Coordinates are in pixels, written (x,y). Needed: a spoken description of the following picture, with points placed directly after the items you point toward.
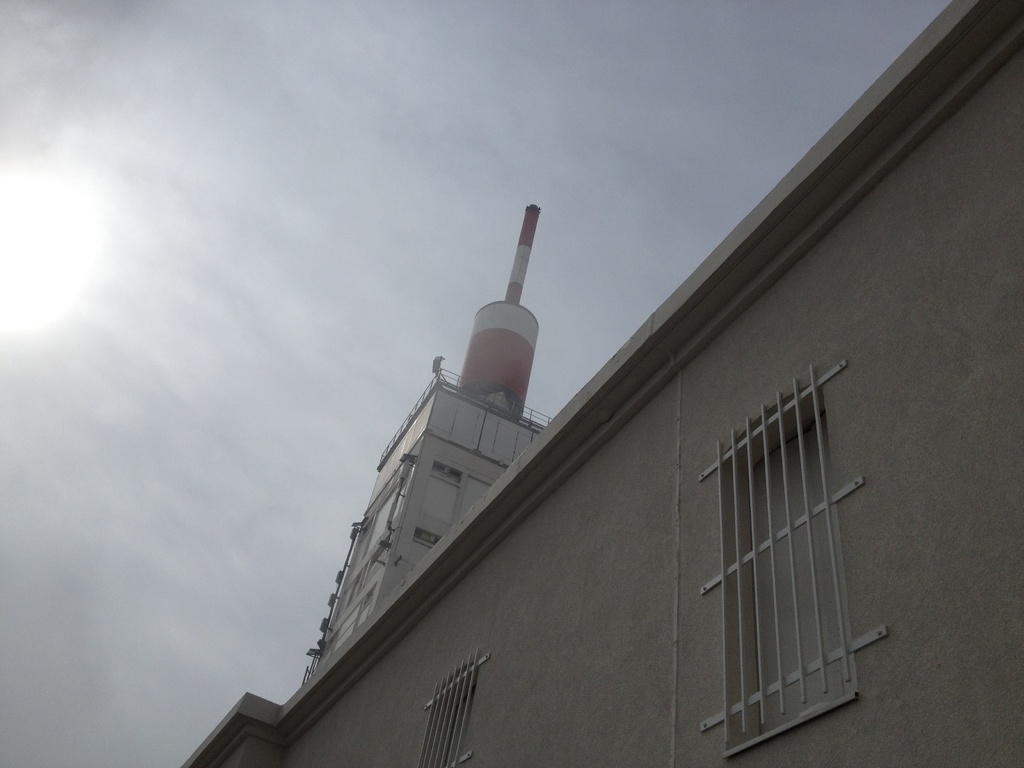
Here we can see a building (719,424). In the background (421,348) there is sky (459,149).
